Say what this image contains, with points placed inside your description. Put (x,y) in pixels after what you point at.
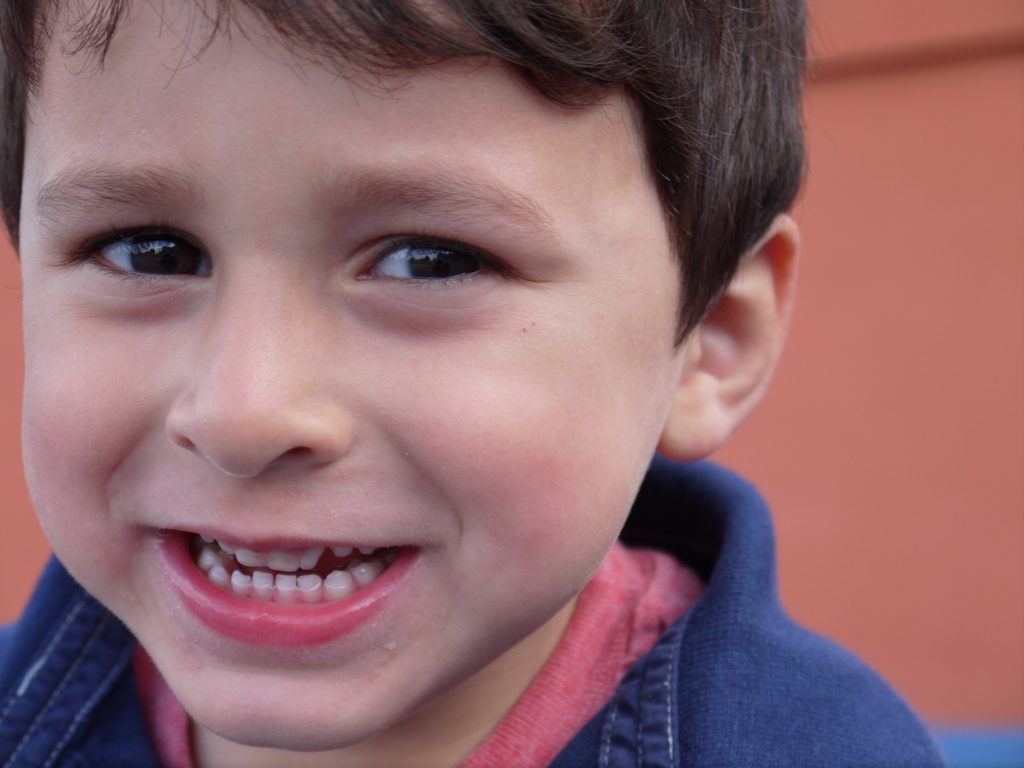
In the image we can see a close up image of a child (201,463) on the left side of the image (230,556) and the child (568,659) is wearing clothes (730,651) and the background (877,345) is brownish blurred.
